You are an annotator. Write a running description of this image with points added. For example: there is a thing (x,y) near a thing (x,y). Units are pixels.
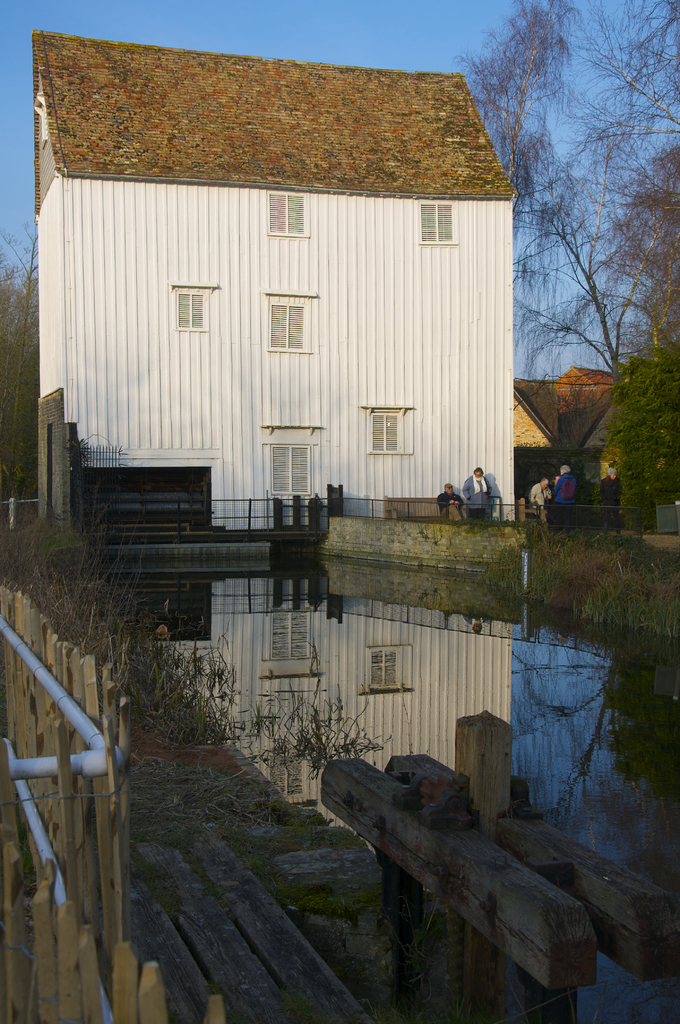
In this image there are buildings (451,253) and we can see people (476,497). On the left (156,1011) there is a fence (116,806). In the center (260,569) there is water (467,683) and we can see railings (285,514). In the background (658,169) there are trees (9,340) and sky (313,53).
